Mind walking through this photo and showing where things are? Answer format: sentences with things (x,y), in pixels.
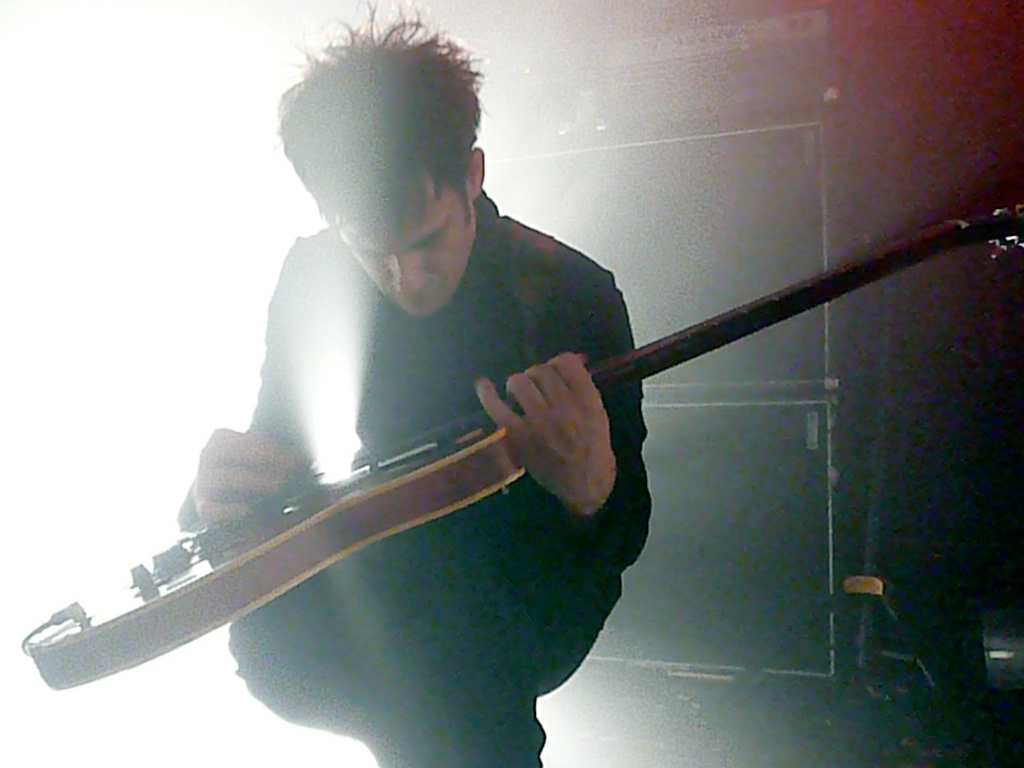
In this image I see a man (493,755) who is holding the musical instrument (983,220).
